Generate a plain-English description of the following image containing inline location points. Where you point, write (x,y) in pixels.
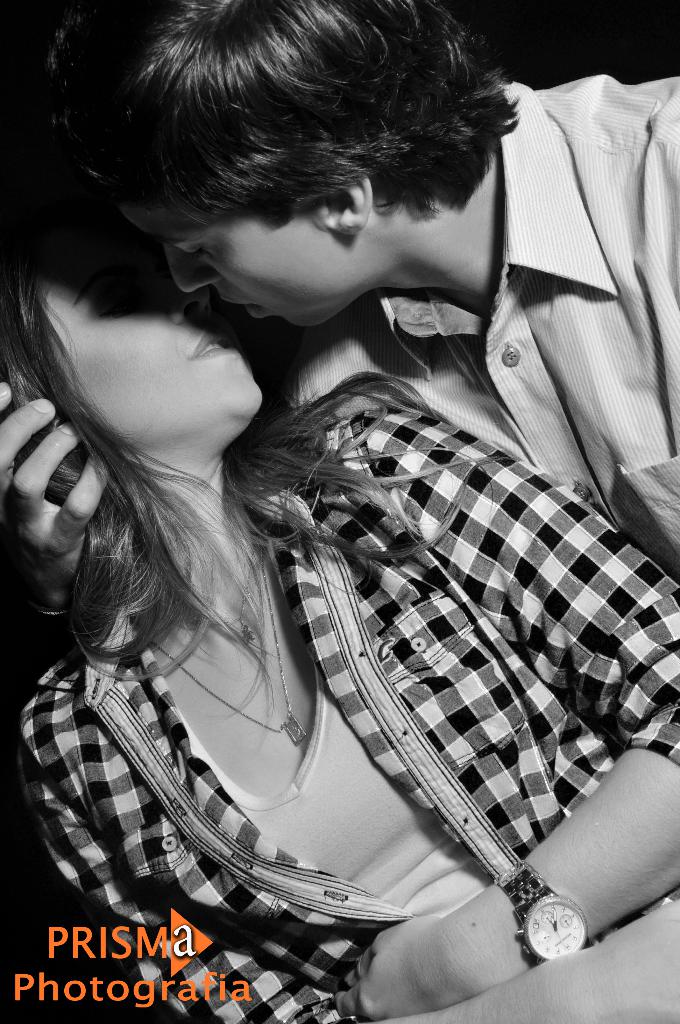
This is a black and white image. There are a few people (371,441). We can also see some text (192,997) on the bottom left corner (132,948).
